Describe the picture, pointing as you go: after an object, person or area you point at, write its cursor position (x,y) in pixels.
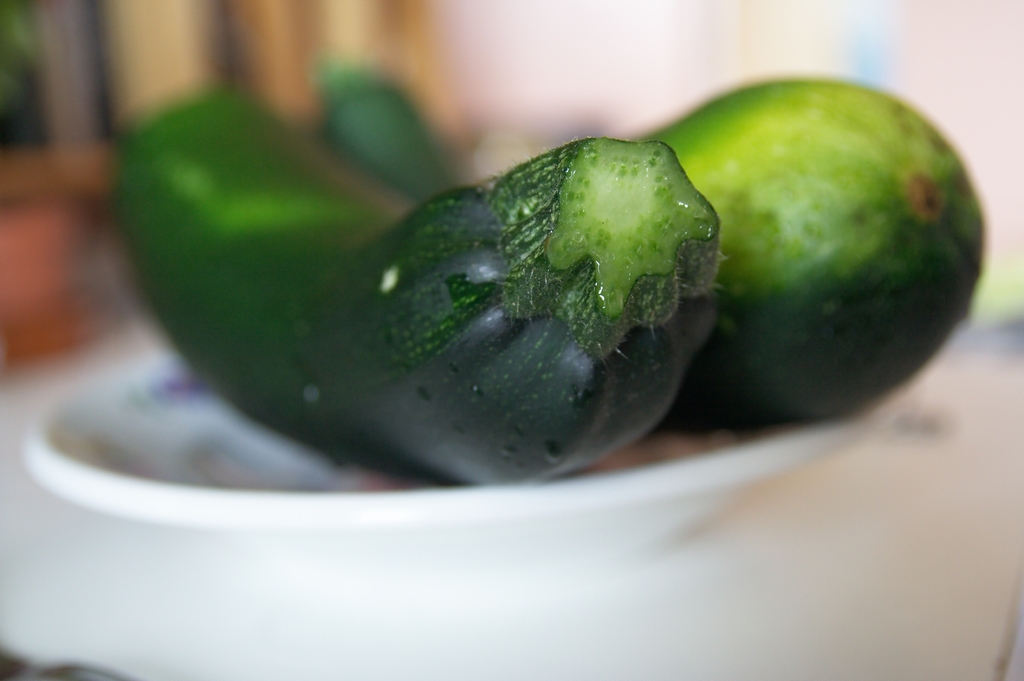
The image consists of a cucumbers (314,191) kept on a bowl (633,529). At the bottom (740,454), the bowl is in white color. The background is blurred.
